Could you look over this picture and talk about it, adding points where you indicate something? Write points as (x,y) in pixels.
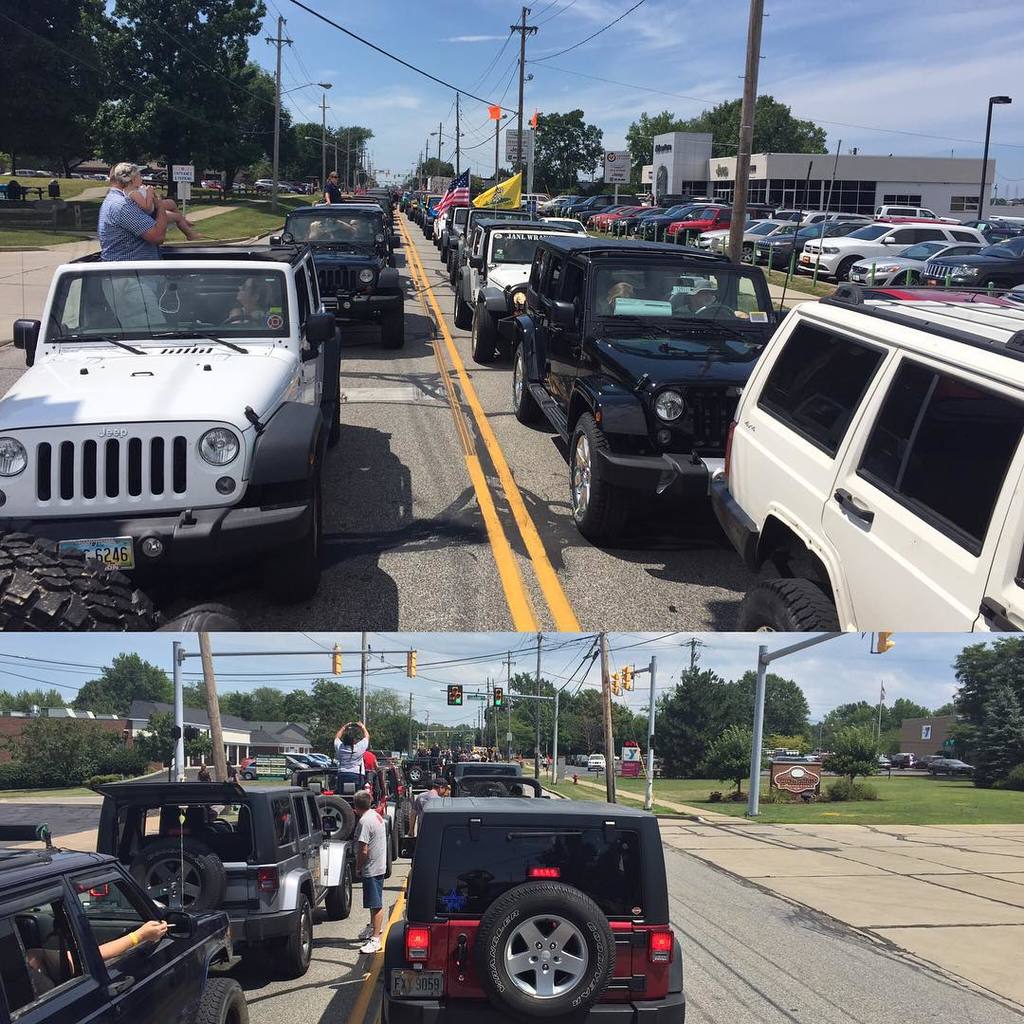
This is a collage picture. In this picture we can see the sky (557,88), trees (999,759), poles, wires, grass (994,796), vehicles (726,364), people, road (867,969), houses (296,730), traffic signals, boards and few objects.
